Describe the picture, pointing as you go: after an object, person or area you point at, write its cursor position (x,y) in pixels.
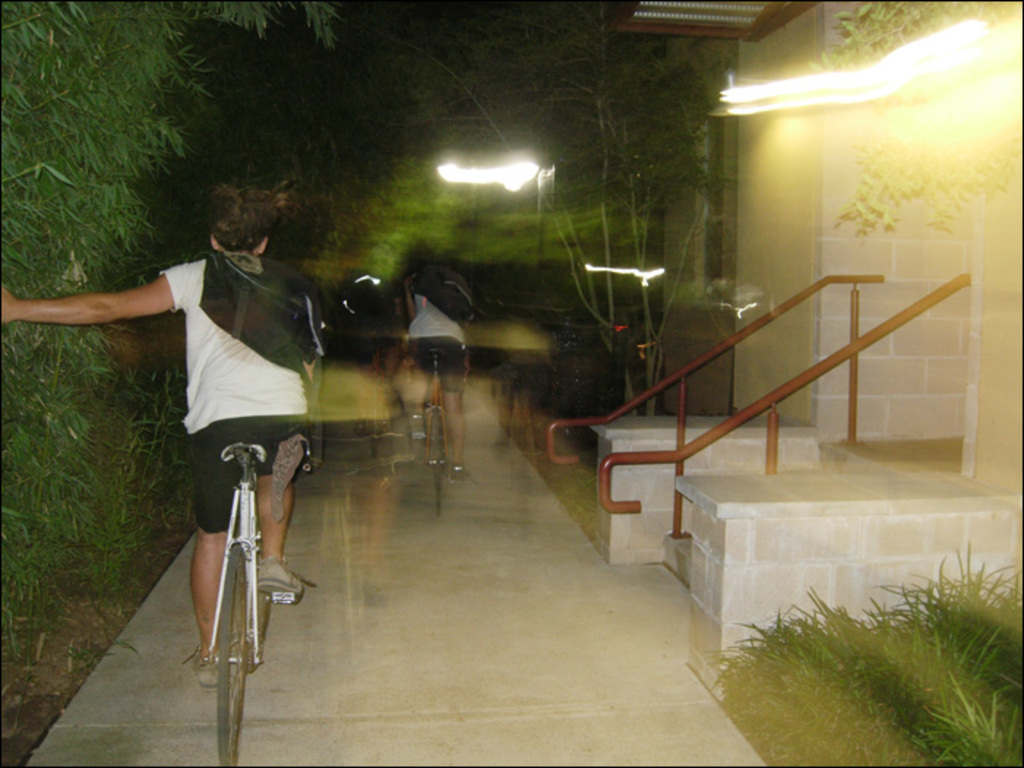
In this image we can see a person (301,398) riding a bicycle (236,475) and we can also see railing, grass (935,615), lights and trees (370,251).
